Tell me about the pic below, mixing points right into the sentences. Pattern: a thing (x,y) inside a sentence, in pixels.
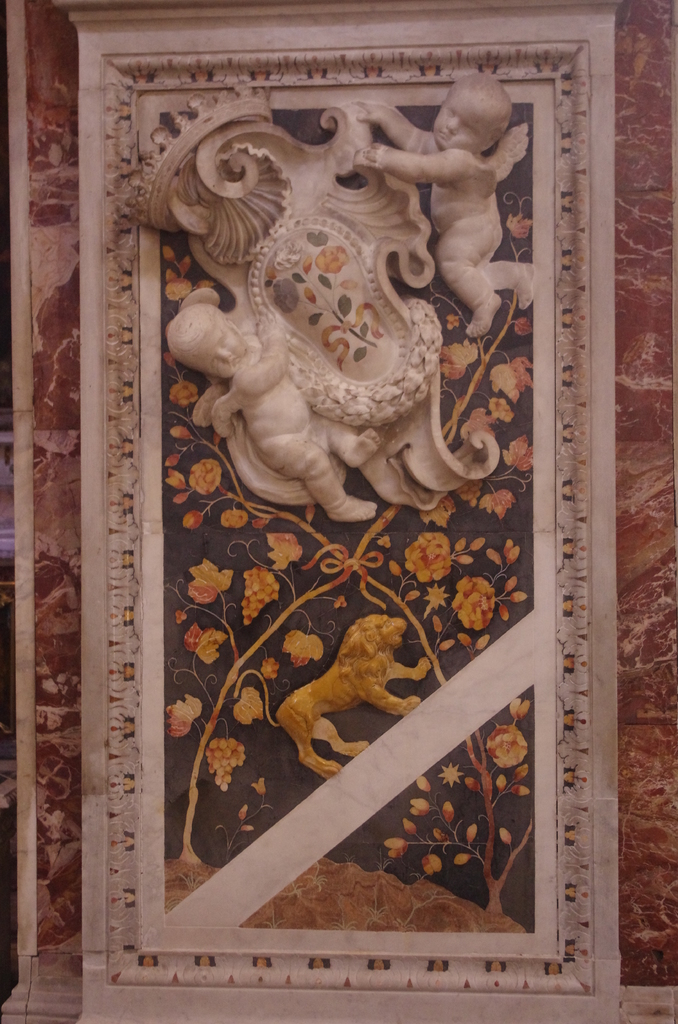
In this picture we can see sculpture (389,492) on the wall (351,528).
